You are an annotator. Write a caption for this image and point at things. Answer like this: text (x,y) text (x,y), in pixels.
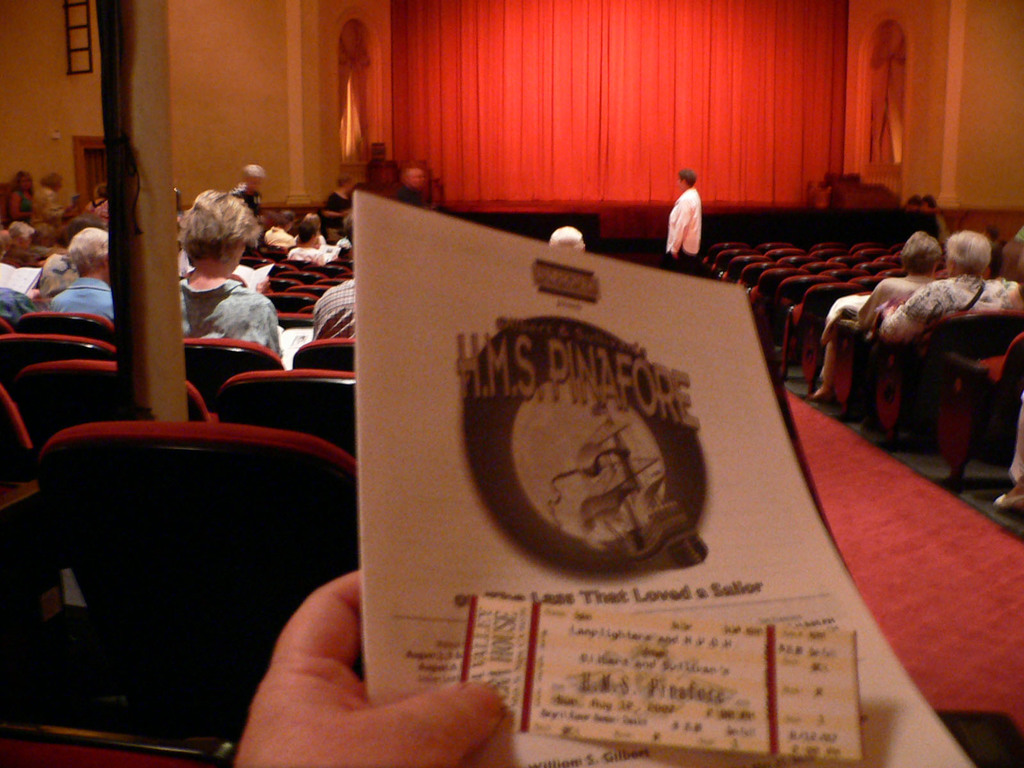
This image looks like an auditorium (157,287). There are so many chairs (57,525) and people (42,291) are sitting on those chairs (346,392). There is a paper (624,457) in the middle (603,433), a person (341,685) is holding that. There is a curtain (574,107) at the top (508,142).
